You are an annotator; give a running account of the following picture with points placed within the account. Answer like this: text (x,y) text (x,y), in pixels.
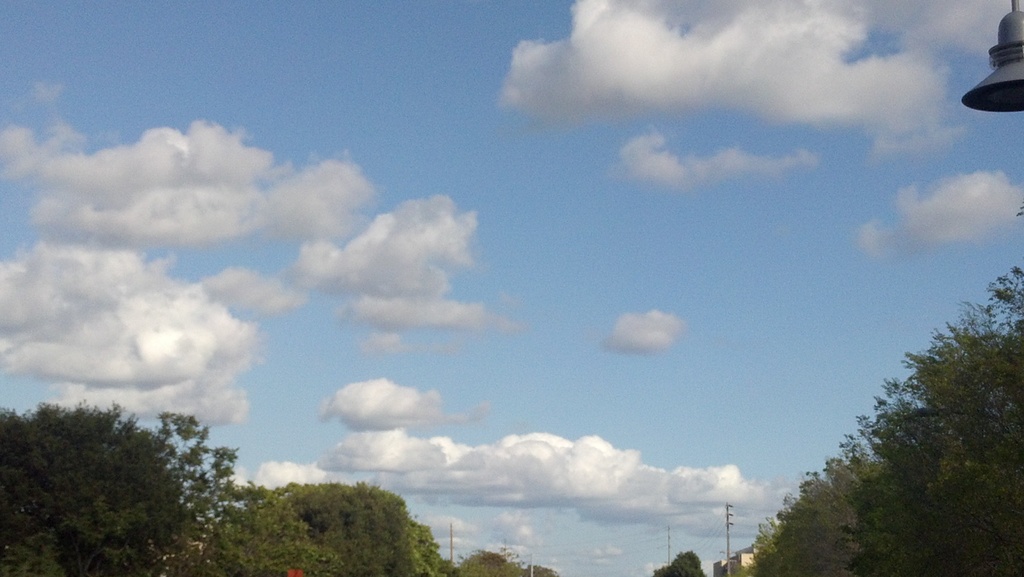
There are trees (879,557) and poles (729,541) at the bottom of this image (326,547), and there is a cloudy sky (503,349) in the background (603,291). There is an object (1001,40) in the top right corner of this image (1009,50).
